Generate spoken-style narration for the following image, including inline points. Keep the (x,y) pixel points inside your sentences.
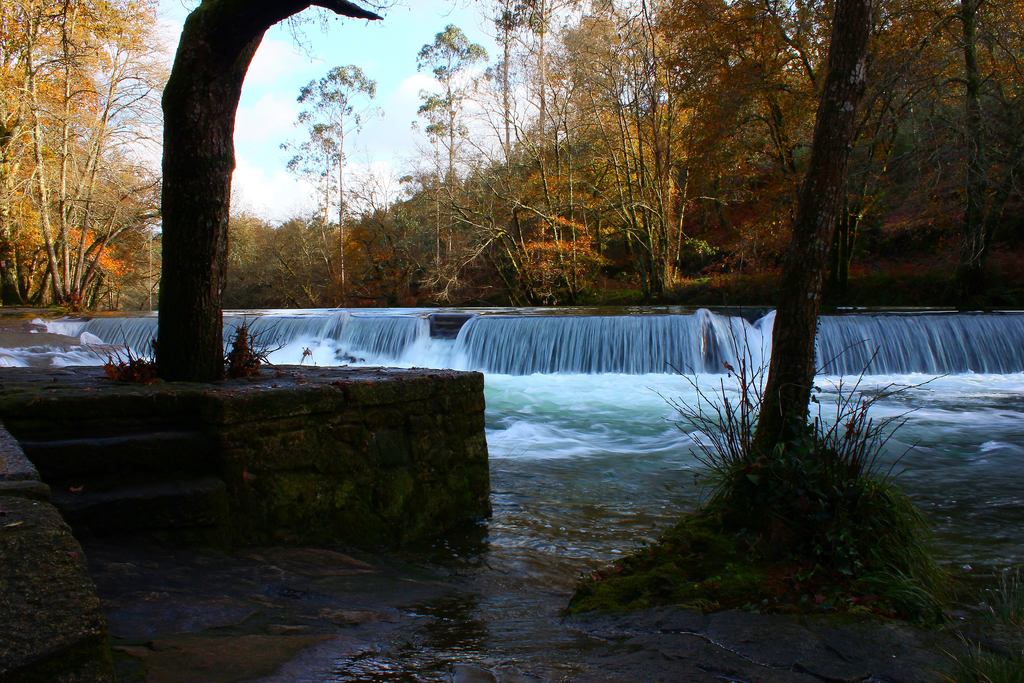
In this image we can see the trunk (218,269) of trees (218,269) on the left side (206,138) and the right side (826,231) as well. Here we can see the waterfall (937,333). Here we can see the water (701,434). In the background (457,217), we can see the trees (728,171).
